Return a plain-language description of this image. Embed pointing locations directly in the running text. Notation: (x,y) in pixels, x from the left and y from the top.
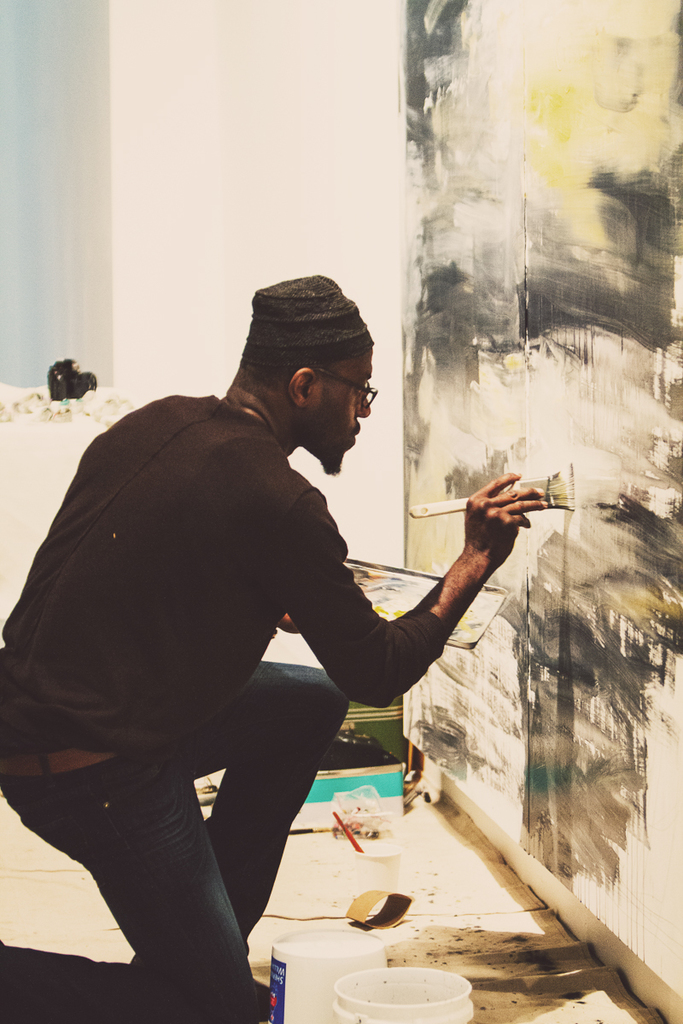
In this image we can see a person (321,673) painting on the wall (560,235), there are buckets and some other objects (358,820) on the floor (430,837), also we can see a pillar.
